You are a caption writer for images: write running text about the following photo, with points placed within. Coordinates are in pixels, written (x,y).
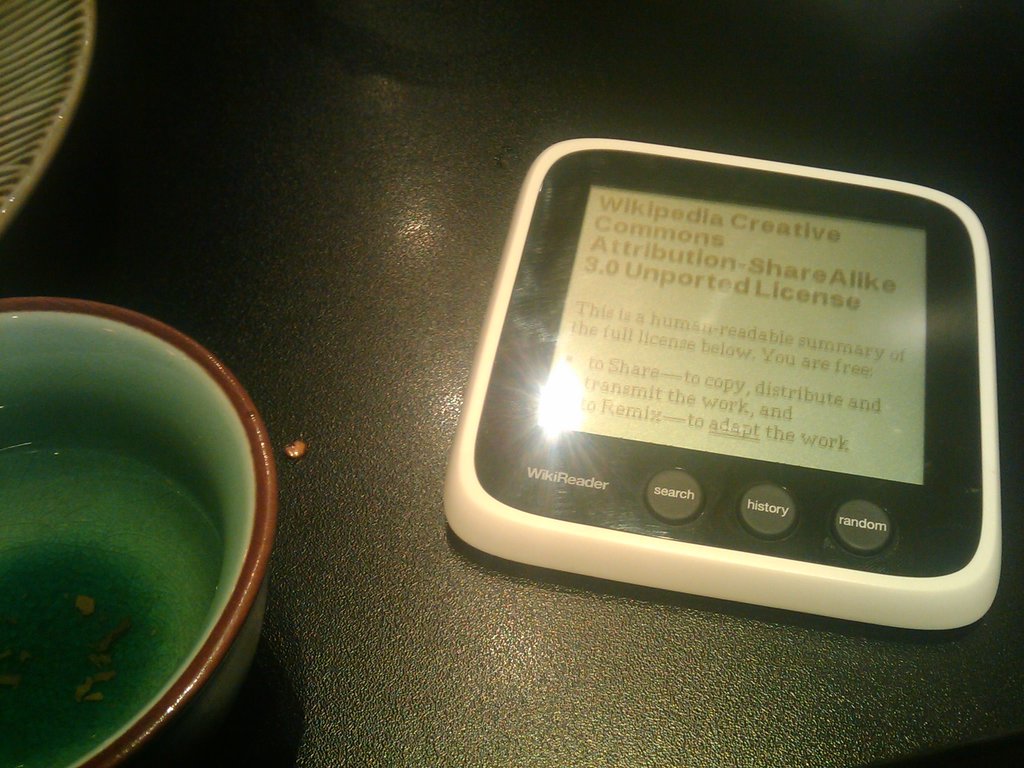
In this picture we can see a device (603,147), plate (42,24) and a bowl (34,489) with water (83,516) in it and these all are placed on a surface (415,319).
